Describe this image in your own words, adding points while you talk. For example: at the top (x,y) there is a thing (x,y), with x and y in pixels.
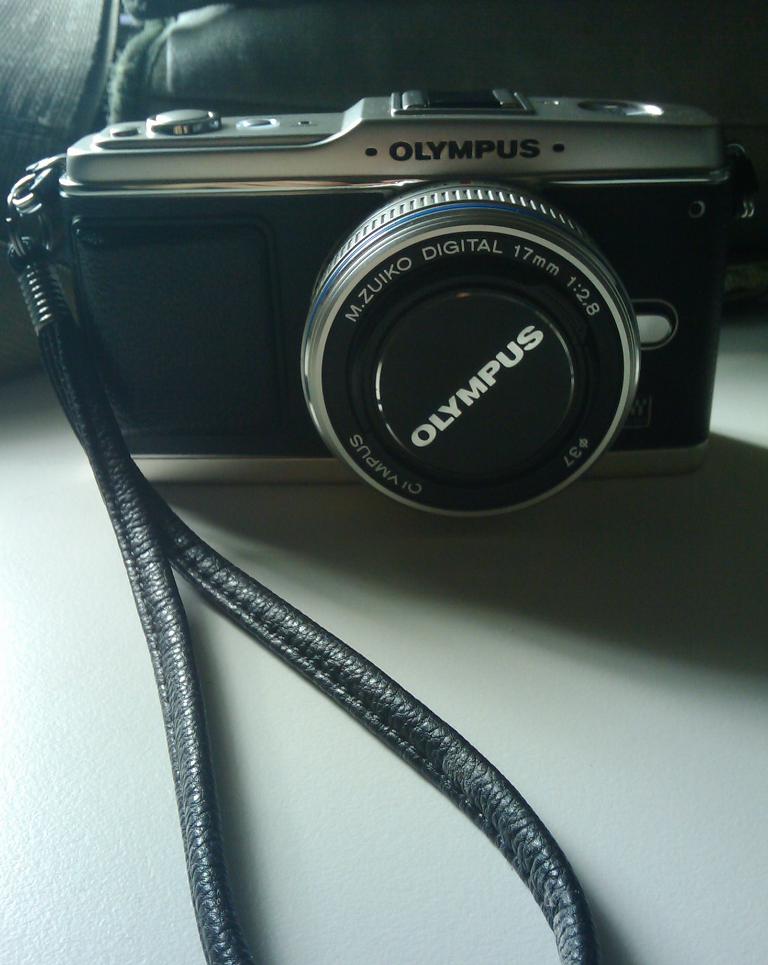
In this picture I can see the camera (375,274) and bag (293,98) which is kept on the table (564,602). In the top right corner (720,50) I can see the darkness (720,50).
